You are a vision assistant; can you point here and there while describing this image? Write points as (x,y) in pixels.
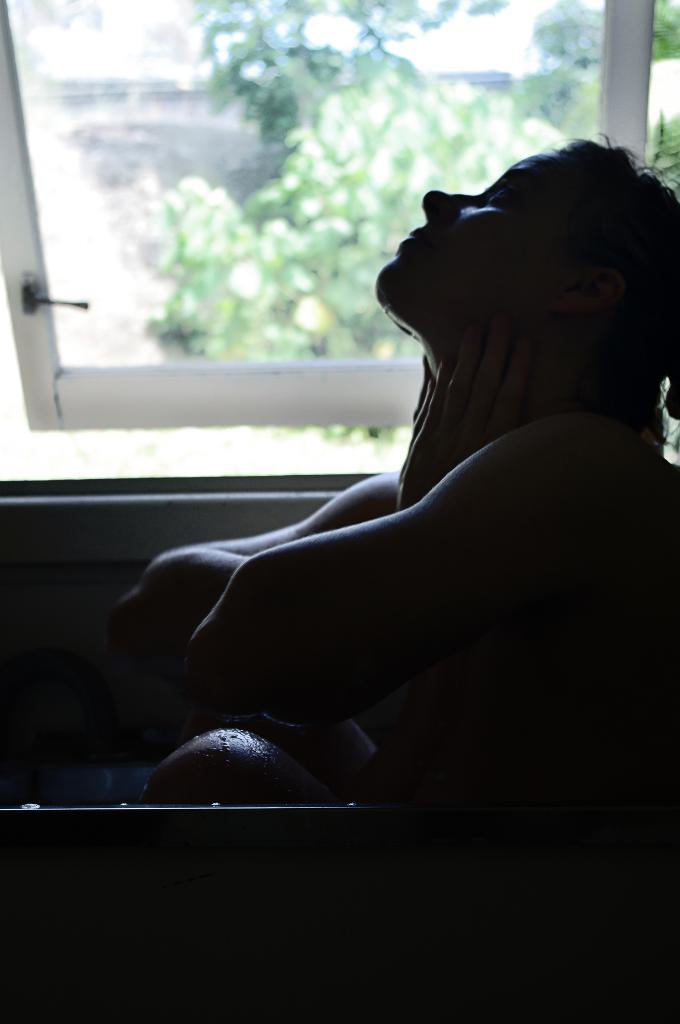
As we can see in the image there is a woman (254,579), window (128,337) and outside the window (28,257) there are trees (181,191).
